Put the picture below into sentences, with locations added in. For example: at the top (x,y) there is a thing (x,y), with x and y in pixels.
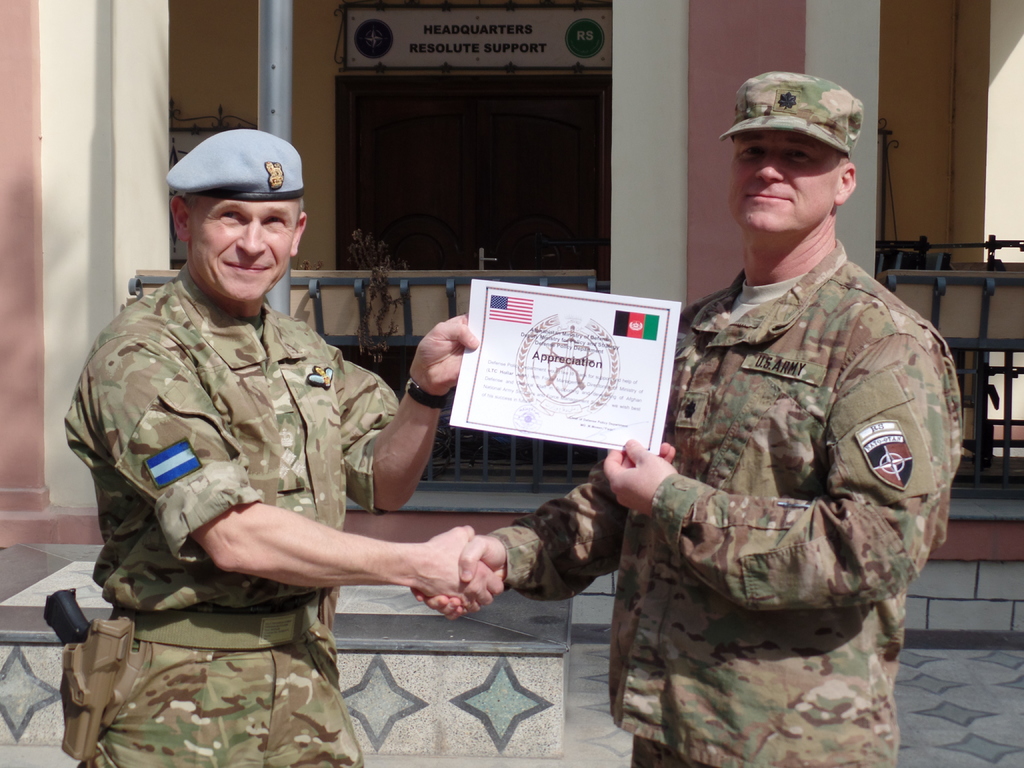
In this image we can see a two persons (788,428) holding a certificate (507,405). Behind the persons (462,321) we can see a building (79,280), railing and a pole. On the wall (312,190) we can see some text (508,49).
